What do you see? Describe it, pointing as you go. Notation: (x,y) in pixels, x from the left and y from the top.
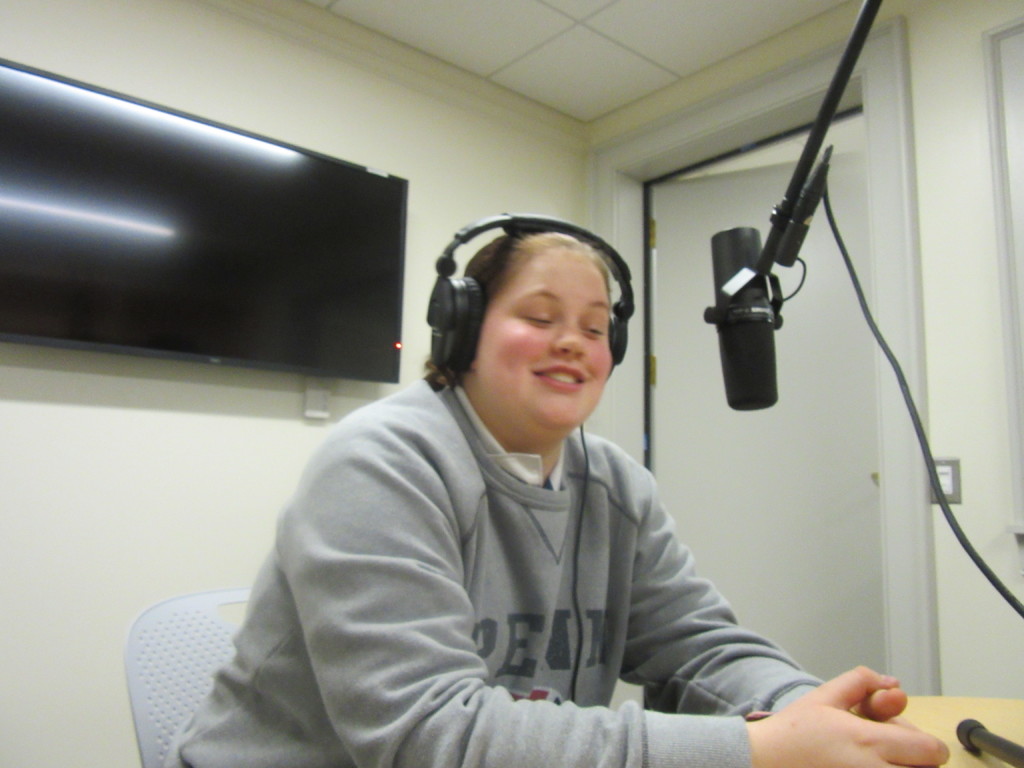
In this image there is a woman (337,502) sitting in a chair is wearing headphones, in front of the woman (762,635) there is a mic (749,272) with a cable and a stand (965,740) on the table (940,698), behind the woman (849,747) there is a wall mounted television (281,282) on the wall (221,399) and beside the television (331,314) there is an open wooden door (789,292), beside the door (797,327) there is a switch (946,486).
